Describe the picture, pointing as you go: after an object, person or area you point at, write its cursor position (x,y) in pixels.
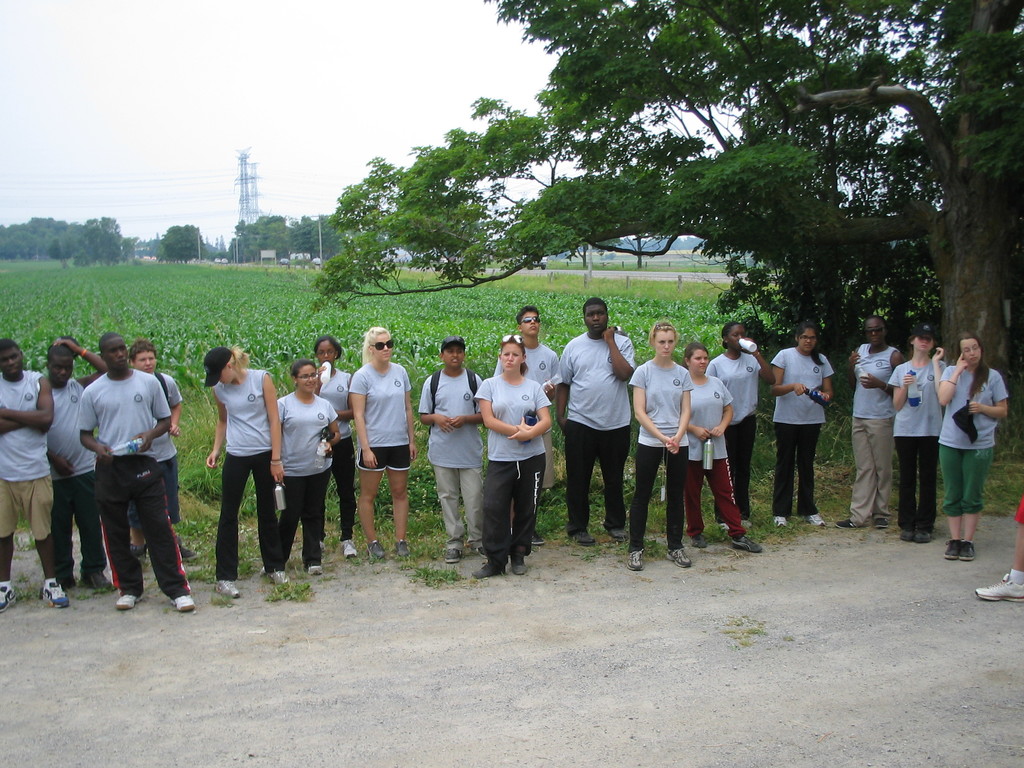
In this image we can see a group of people (386,401) are standing on the road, they are wearing the t-shirt (693,452), at back (709,51) here is the tree (723,58), here are the plants (161,269), here is the electric pole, here are the wires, at above here is the sky (516,27).
